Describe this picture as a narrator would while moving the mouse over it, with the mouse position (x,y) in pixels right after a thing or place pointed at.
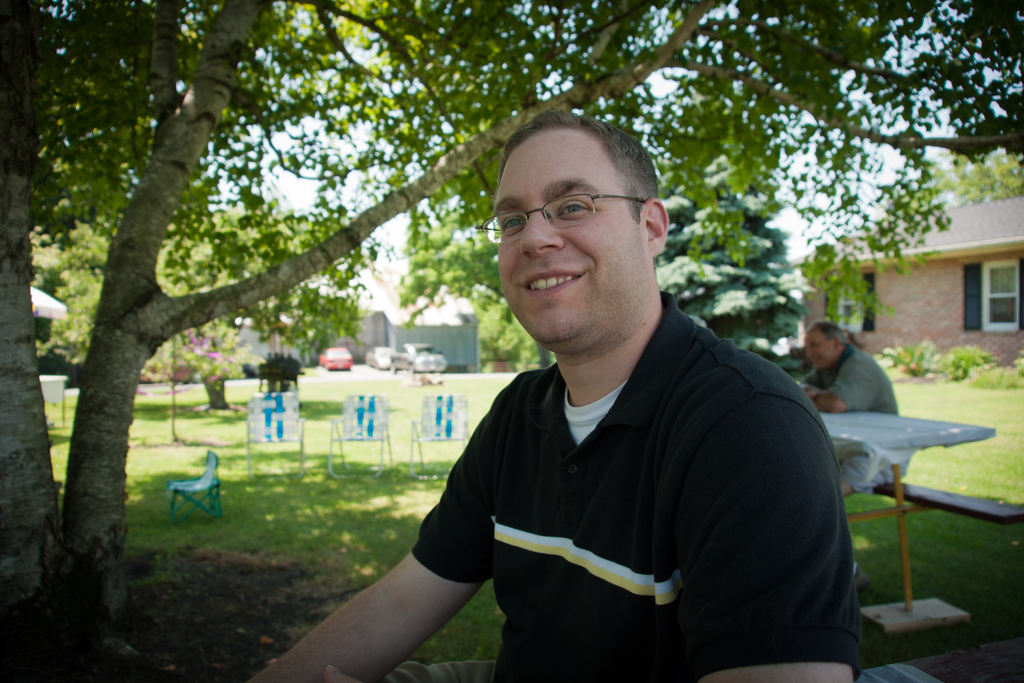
In this image, we can see a person (518,401) sitting and smiling and on the right (886,404), there is an another person (870,391) sitting on the bench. In the background (405,340), we can see buildings (370,347), vehicles (370,360), chairs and there are trees (246,202) and plants (967,380).
